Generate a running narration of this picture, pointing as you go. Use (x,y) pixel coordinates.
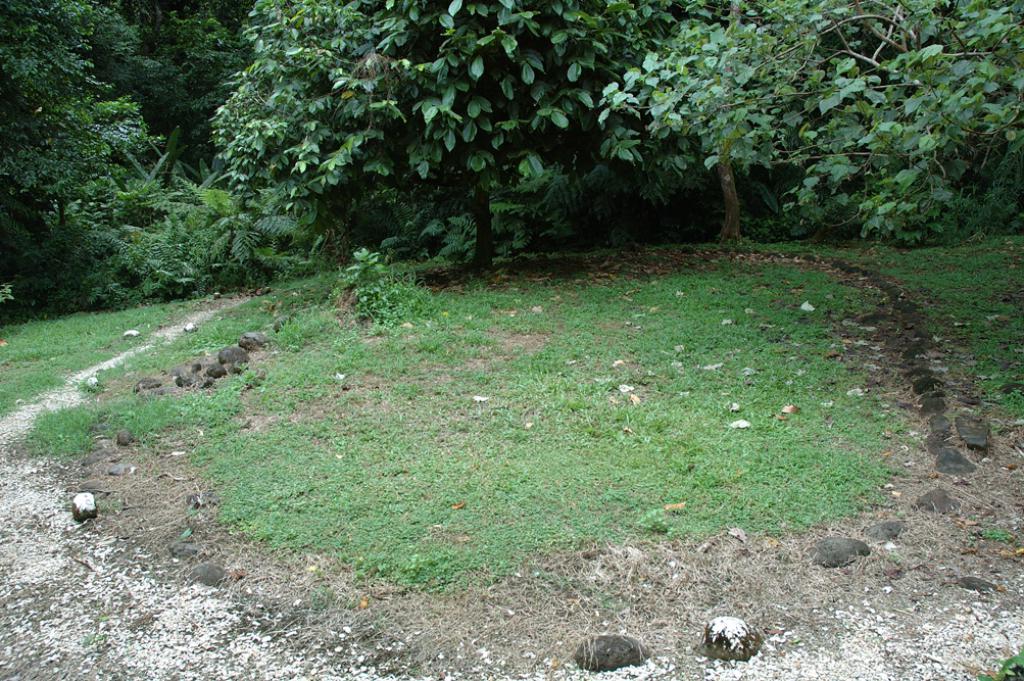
In this image at the bottom (524,538) there are plants (380,285), grass (541,458), stones (929,498) and land (318,638). At the top (543,82) there are trees (510,86).
